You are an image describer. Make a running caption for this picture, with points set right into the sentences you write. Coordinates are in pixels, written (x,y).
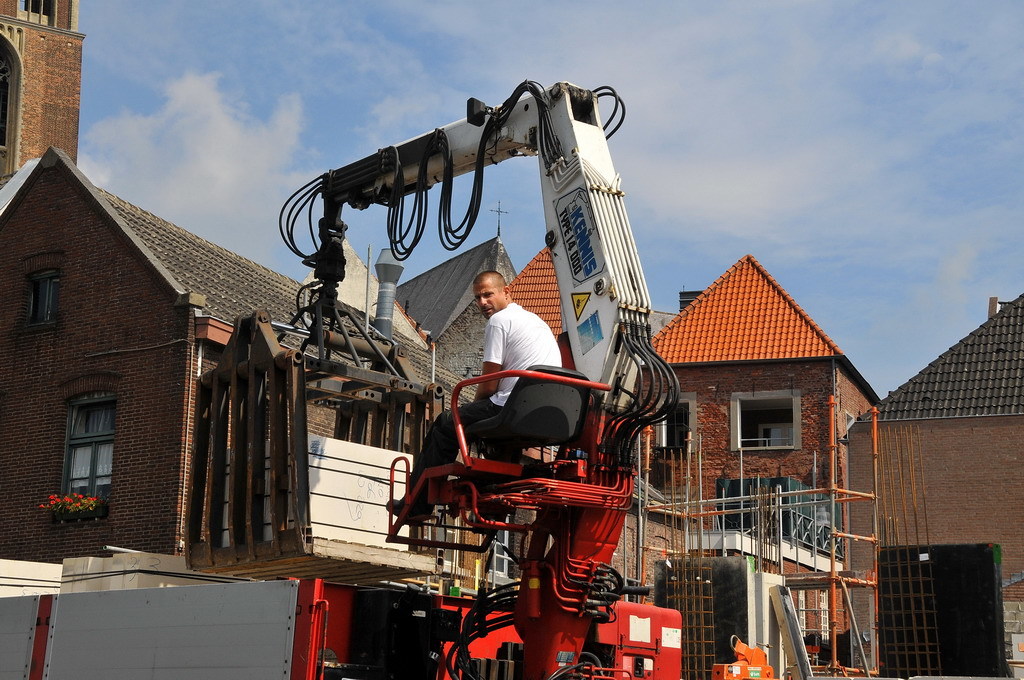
In this given picture, We can see a crane (573,502) and a person (479,408) sitting in a chair (519,400), few buildings (660,443), sky (261,213) and a clouds (655,92).
